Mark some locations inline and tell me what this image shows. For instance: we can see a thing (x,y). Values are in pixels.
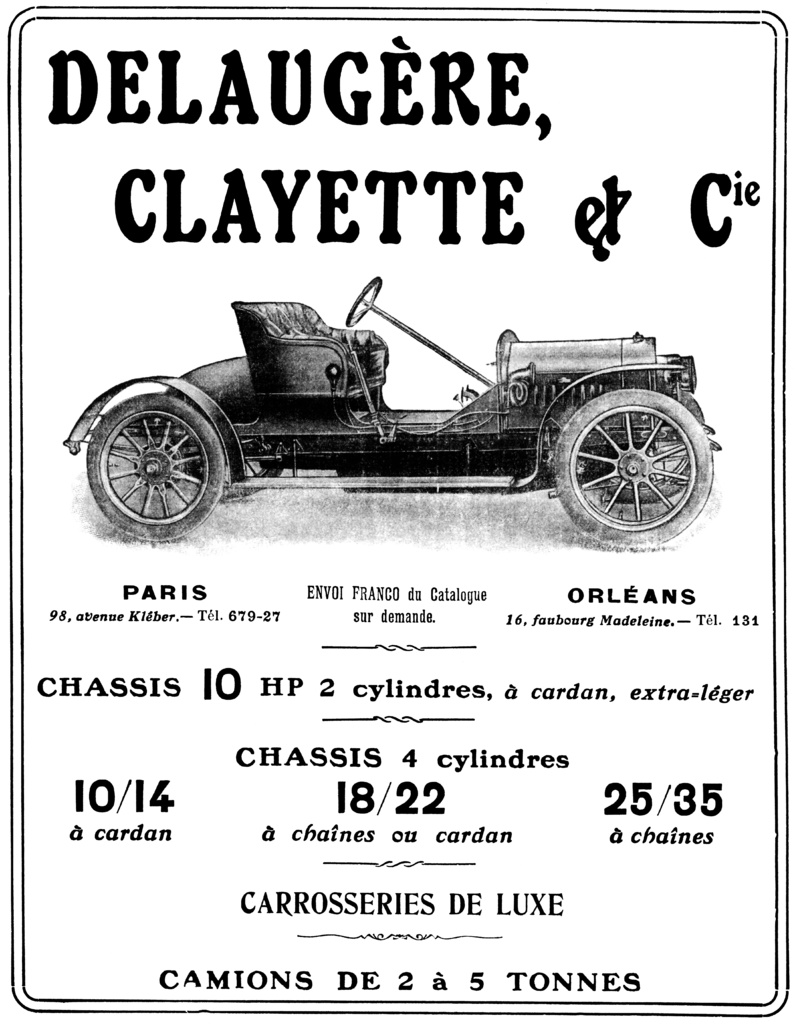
In the image I can see a black and white poster (425,560) in which I can see a car (457,412) which is black in color and something is written with black color.
